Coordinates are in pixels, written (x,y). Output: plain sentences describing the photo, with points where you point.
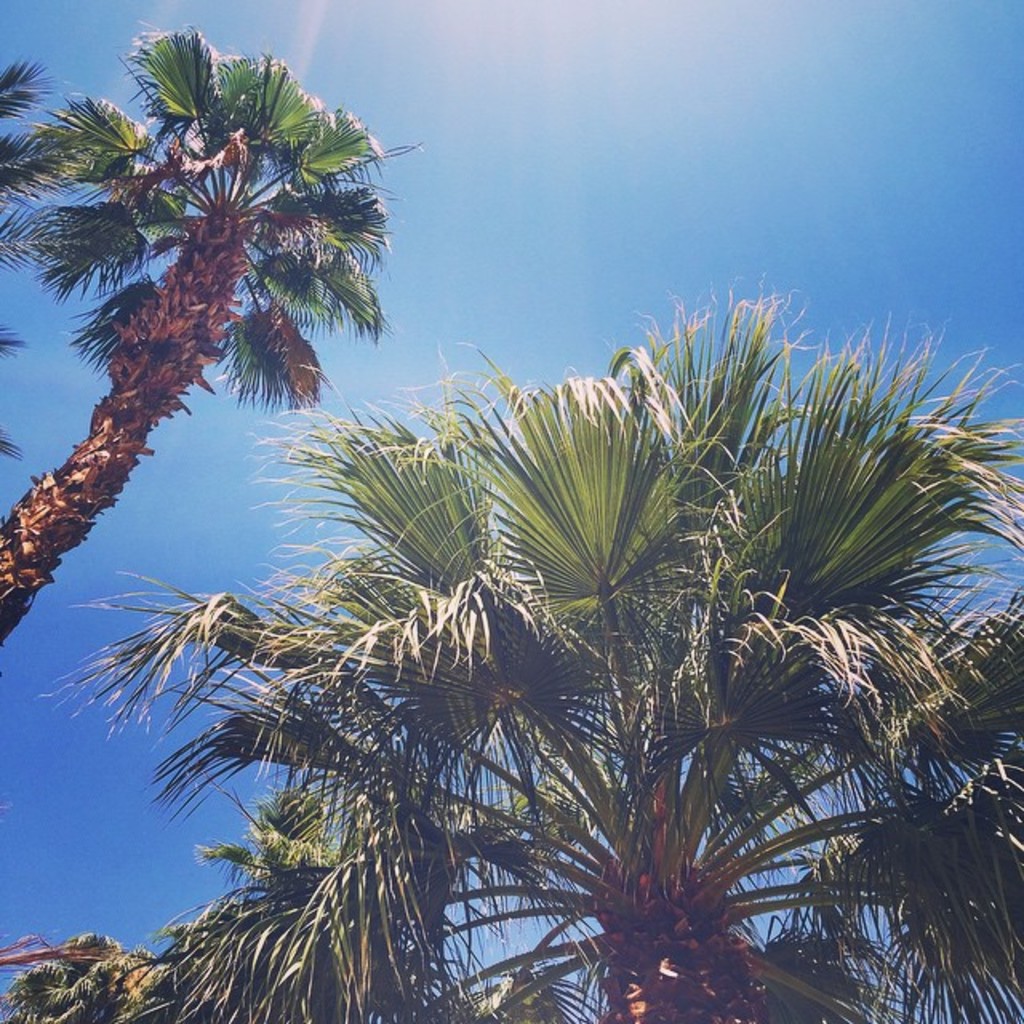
In the picture we can see a part of the tree (547,1006) and beside it, we can see another tree (163,335) and in the background (459,131) we can see the sky (777,166).
